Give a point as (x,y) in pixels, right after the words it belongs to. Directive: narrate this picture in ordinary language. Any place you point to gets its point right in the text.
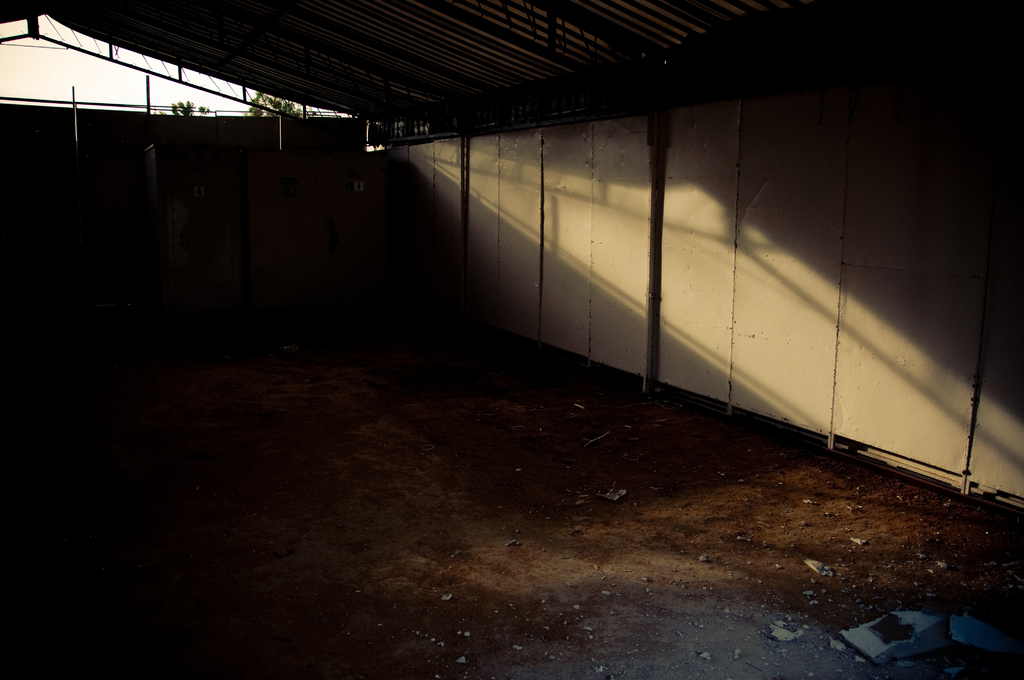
In this image I can see a tin shed (83,123), trees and the sky (25,92). This image is taken may be during a day.
